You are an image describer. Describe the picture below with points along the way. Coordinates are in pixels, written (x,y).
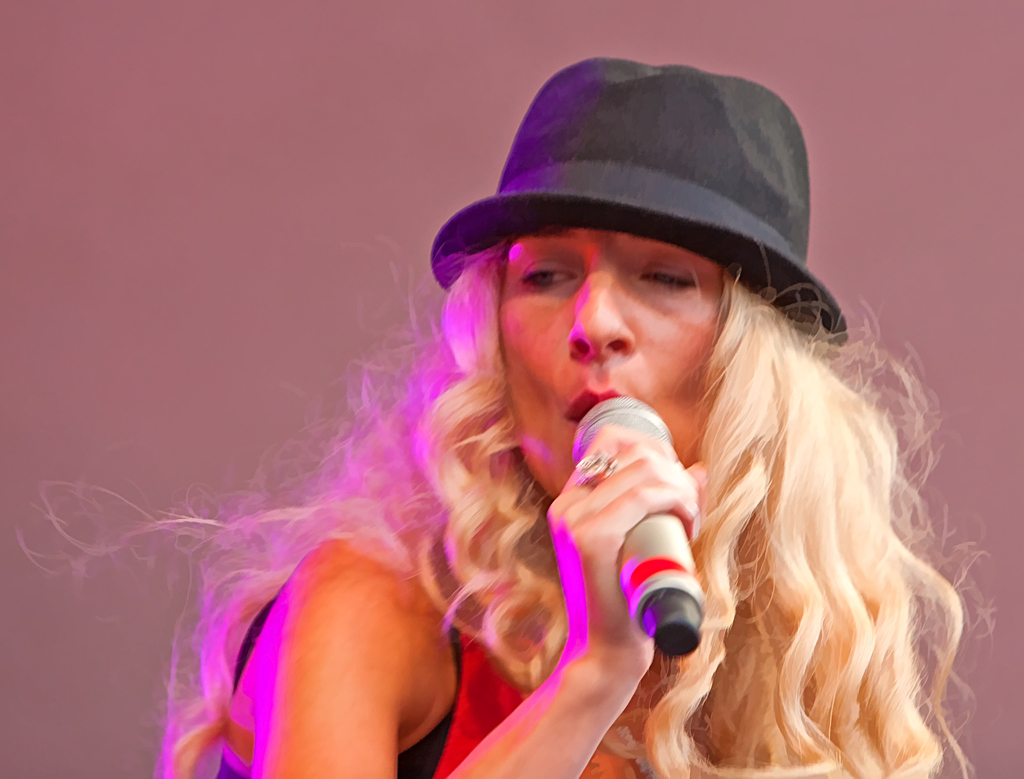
There is a woman (453,517) who is singing with a mic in her hand (577,639) and also woman (515,578) has a cap (628,153) on her head (545,263) and a ring (587,473) on her finger (576,466).
